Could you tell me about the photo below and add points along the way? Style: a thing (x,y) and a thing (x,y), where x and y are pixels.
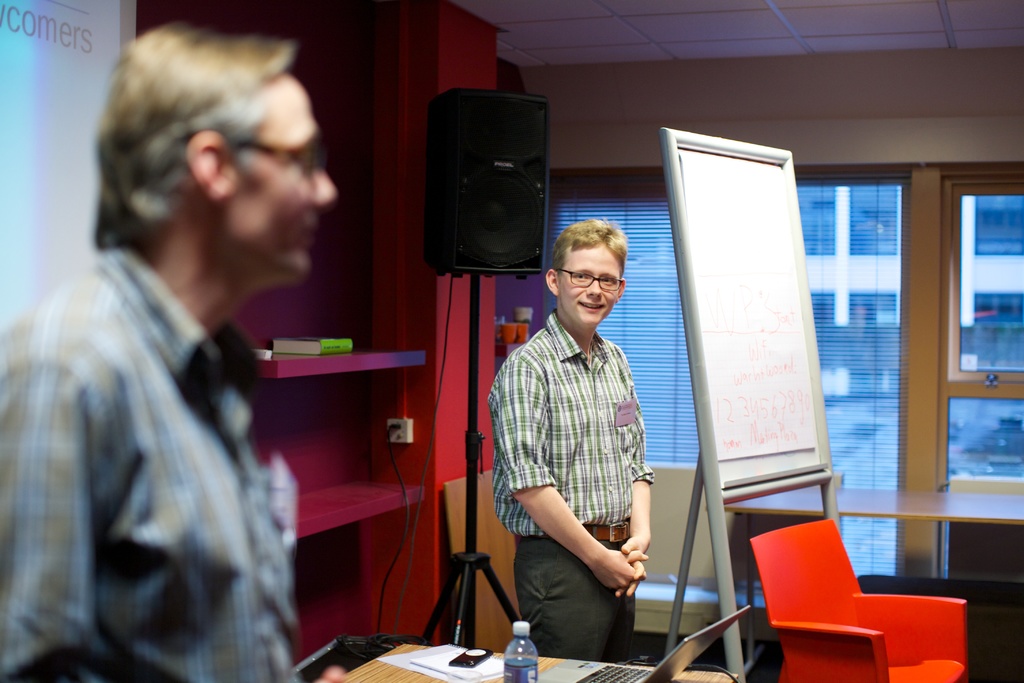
In this image, there is a table (393,681) which is in yellow color, on that table (692,674) there is a bottle (520,671), there is a laptop (657,668) and there is a mobile (473,660) which is in black color, in the left side (274,671) there is a man (212,639) standing and in the middle (548,415) there is a boy (617,580) standing and he is smiling, there is a white color stand (705,333) and there is a red color chair (769,599), in the background (336,433) there is a red color wall (343,321), there is a black color speaker (474,239).
